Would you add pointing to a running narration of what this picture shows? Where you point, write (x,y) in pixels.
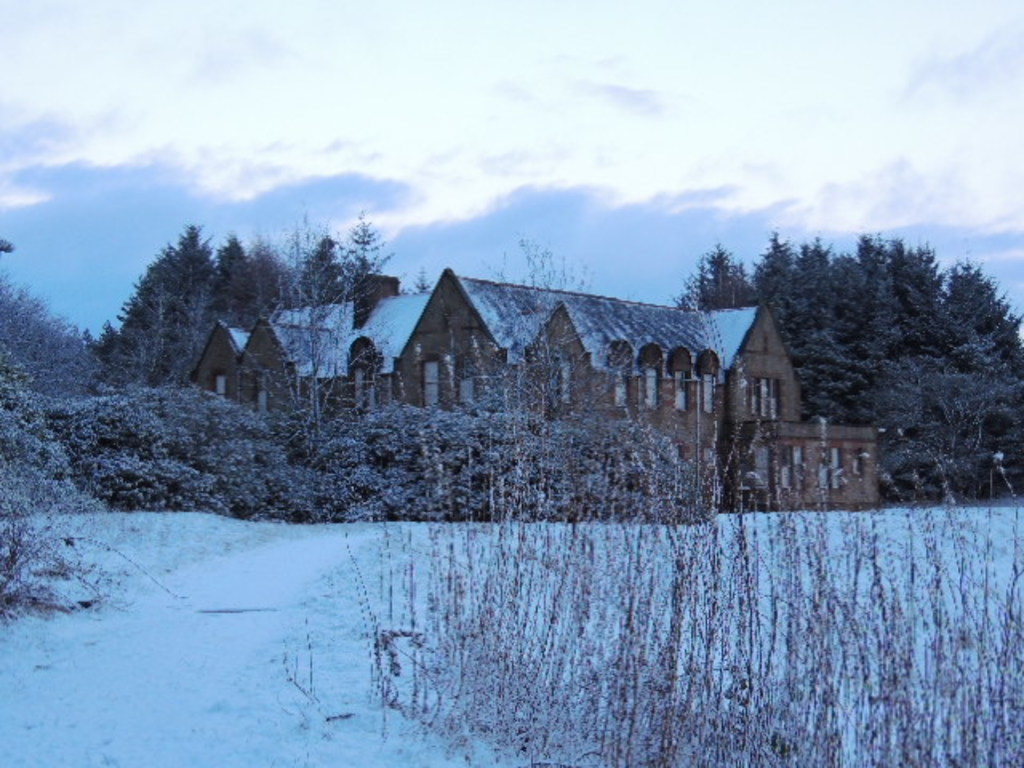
In this image we can see a house (766,428), there are some trees (231,292), plants (531,443) and snow (378,591), in the background (537,127) we can see the sky (570,129) with clouds (570,129).
